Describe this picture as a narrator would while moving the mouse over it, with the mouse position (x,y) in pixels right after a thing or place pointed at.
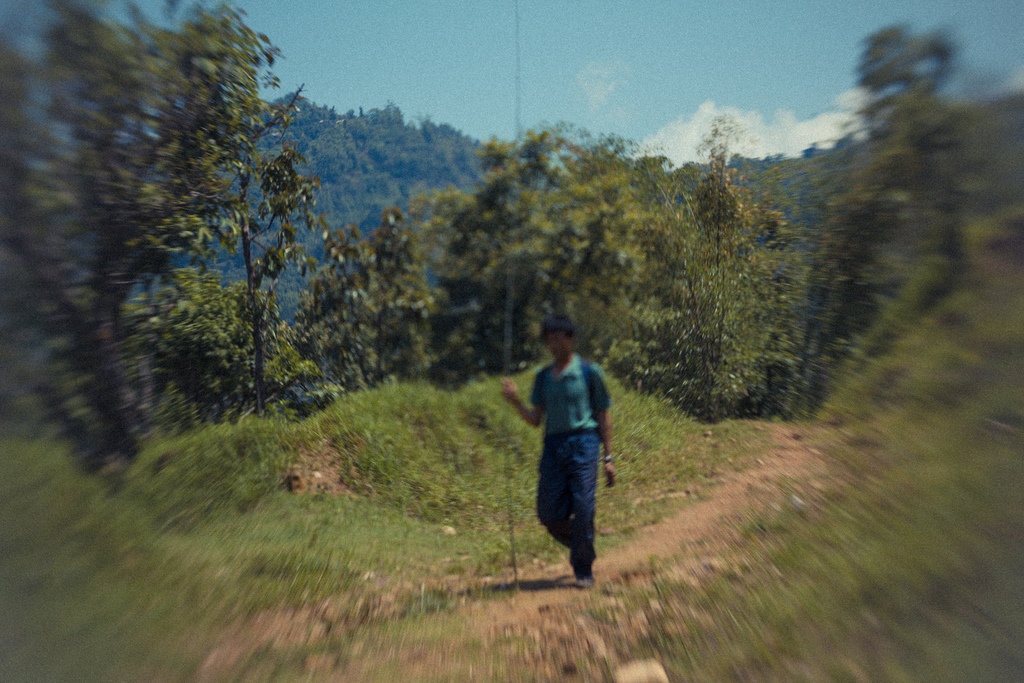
As we can see in the image there is grass (383,454), trees (365,363), a person (551,392) walking over here and hills (388,158). At the top (721,32) there is a sky (549,44).
